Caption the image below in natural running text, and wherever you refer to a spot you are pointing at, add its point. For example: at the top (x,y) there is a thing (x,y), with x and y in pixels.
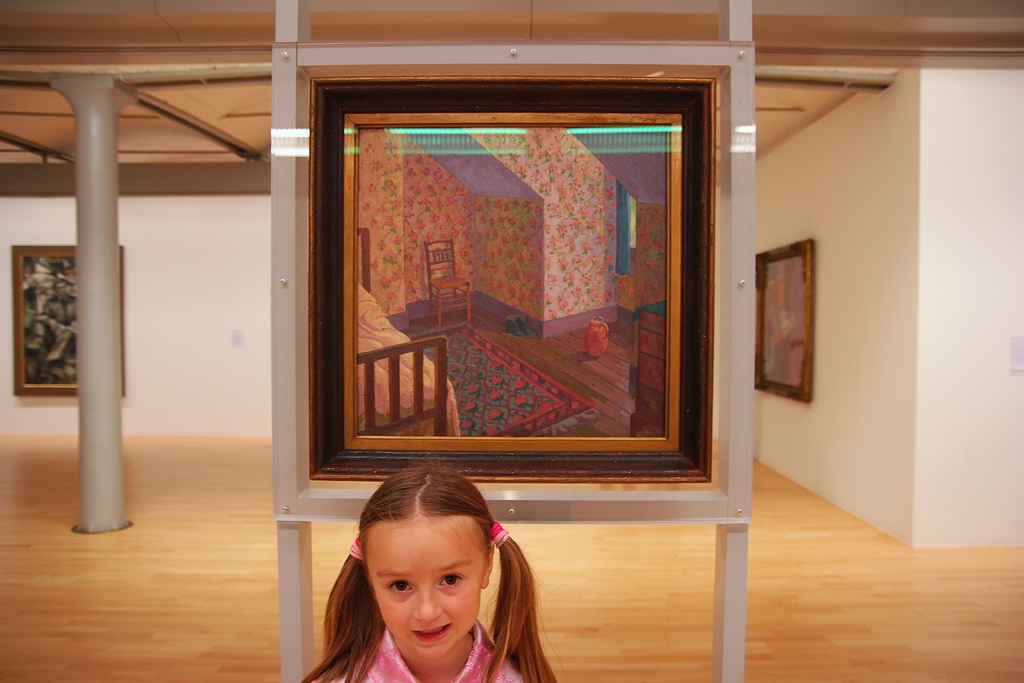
On the left side of the image (111,419) we can see a picture (73,277) and the pillar (102,392). In the middle of the image (560,388) we can see a picture (477,429) and a child (423,644) standing near the picture (527,412) and she is wearing a pink color dress (391,660). On the right side of the image (968,372) we can see a wall (948,329) and a picture (790,319).
